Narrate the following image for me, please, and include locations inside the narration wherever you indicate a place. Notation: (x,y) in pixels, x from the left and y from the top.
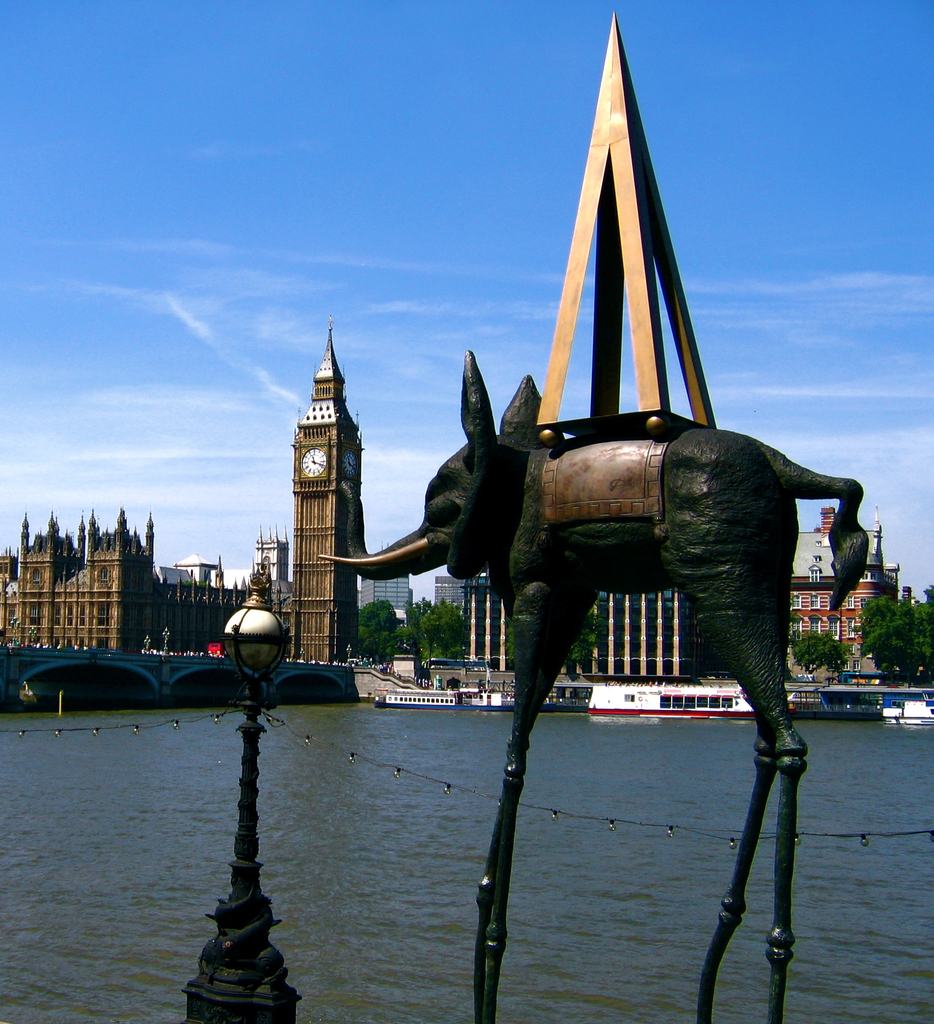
In the image we can see there is a statue of elephant (538,539) standing on the iron poles (477,955) and there is a street light pole (247,727). There is a lake (441,776) and there is a bridge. There are boats (463,702) standing on the water (643,771), behind there are buildings (301,505) and trees (909,636). There is a clear sky (392,300).
